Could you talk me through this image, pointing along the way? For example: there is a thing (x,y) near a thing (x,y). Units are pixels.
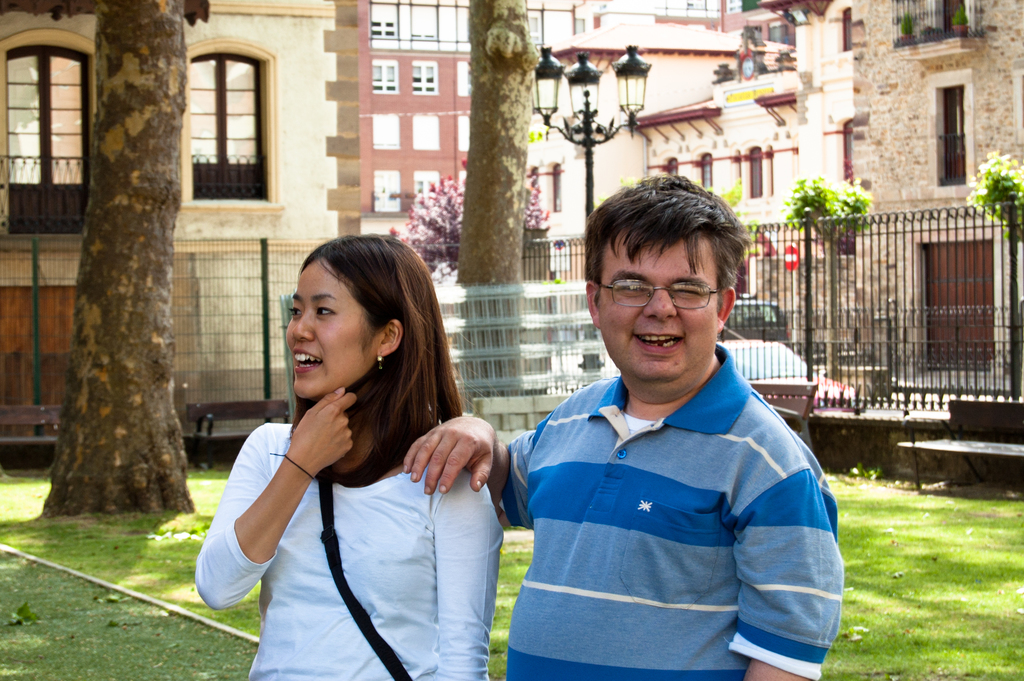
In the picture we can see a man (726,567) and a woman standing and smiling and behind them we can see a grass surface (894,567) and two trees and building (966,70) with windows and beside it we can see a railing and behind it we can see a pole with three lamps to it and behind it we can see some buildings (884,278) with windows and doors (951,256).
